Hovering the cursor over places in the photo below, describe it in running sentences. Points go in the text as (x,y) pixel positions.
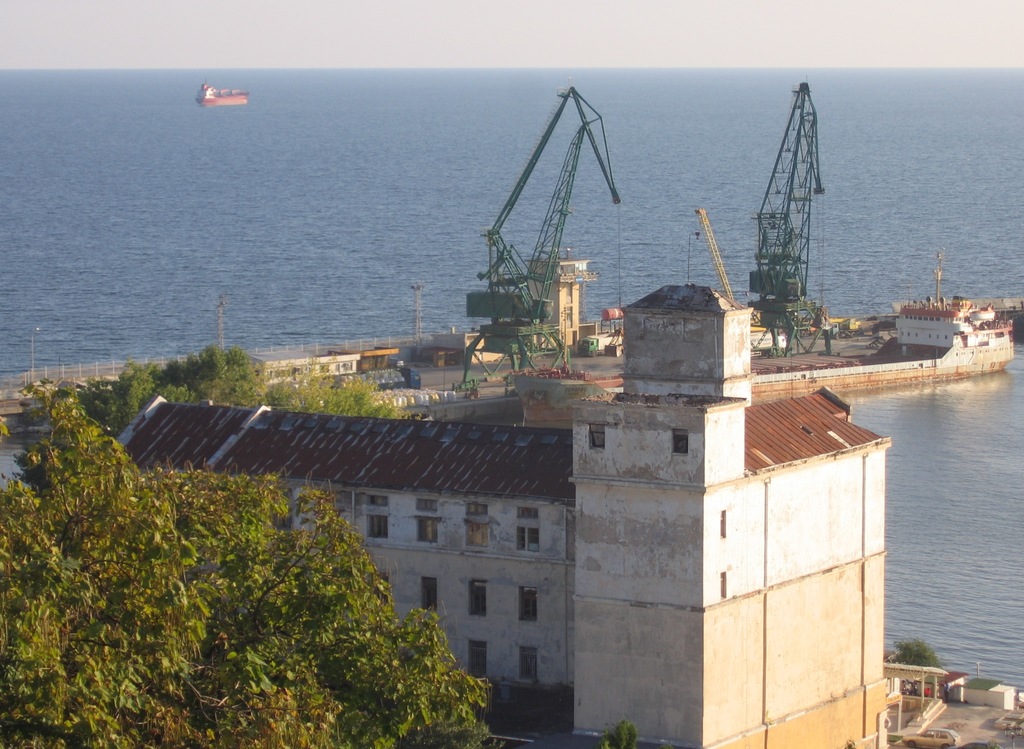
As we can see in the image there are buildings (717,393), cranes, poles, trees (58,406), water (910,384), vehicles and boat (222,94). At the top (306,43) there is a sky (437,17).
